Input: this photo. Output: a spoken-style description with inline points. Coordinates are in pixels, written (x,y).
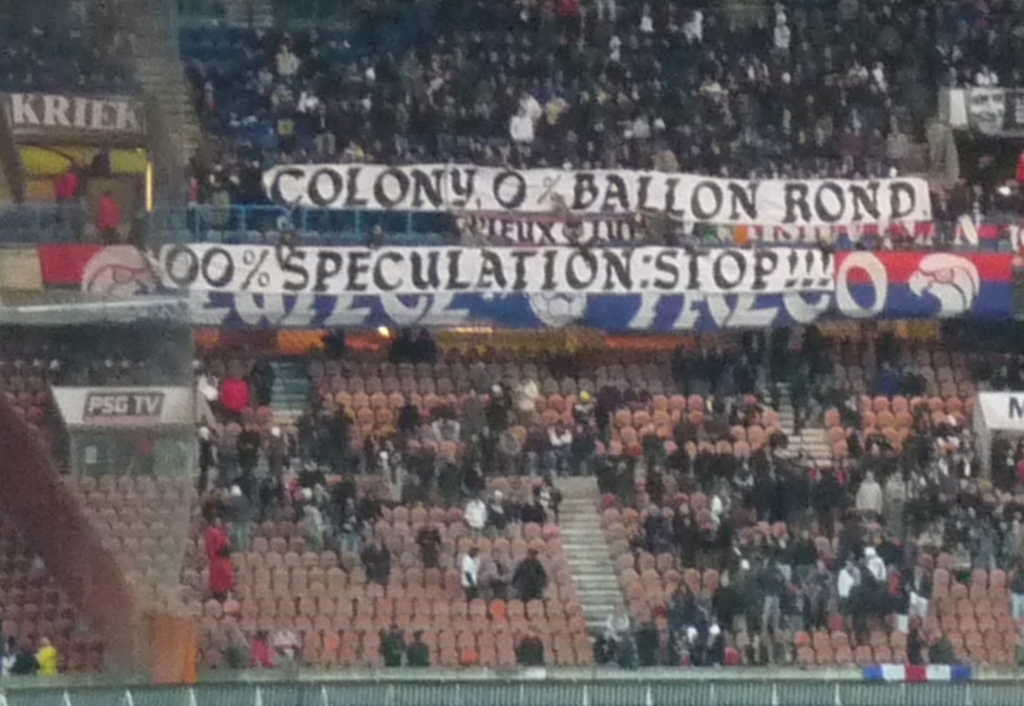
This image is clicked in a stadium (78,361). In the front (394,330), we can see a huge crowd (324,506) and banners (780,195) along with chairs (974,629). At the bottom (104,694), there is a fencing (43,700). On the left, there are stairs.
